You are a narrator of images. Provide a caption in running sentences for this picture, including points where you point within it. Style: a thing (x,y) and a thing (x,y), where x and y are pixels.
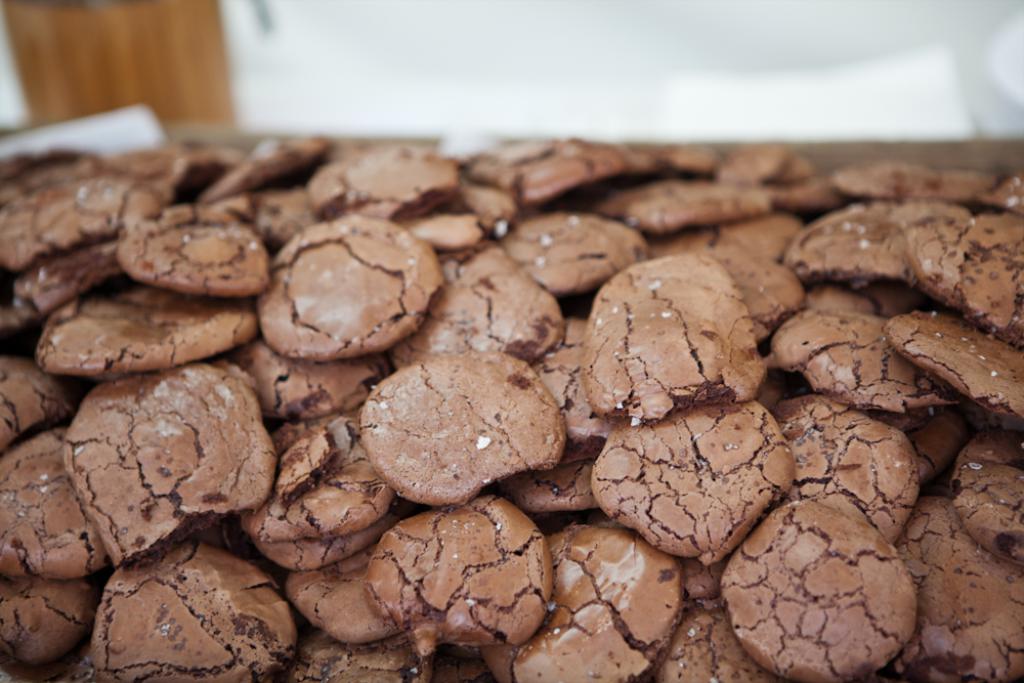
In this picture we can see cookies (313,297) on a surface (955,151) and in the background (284,35) it is blurry.
